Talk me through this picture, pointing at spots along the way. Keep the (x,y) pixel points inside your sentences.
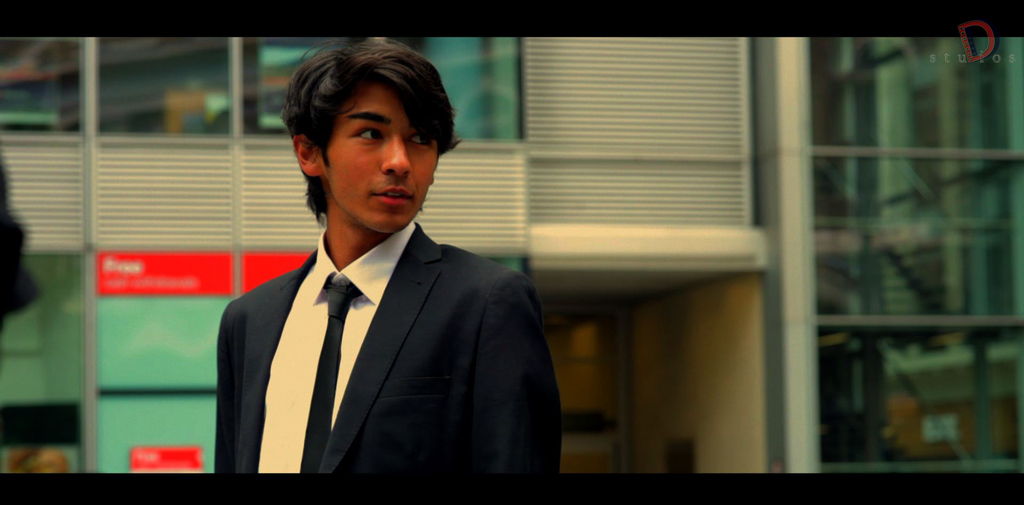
This image seems to be an edited image. In the background (811,227) there is a building (53,157) and there are a few boards (155,277). In the middle of the image (363,257) there is a boy (344,158). He has worn a suit (403,360), a shirt (318,350) and a tie (338,326).
